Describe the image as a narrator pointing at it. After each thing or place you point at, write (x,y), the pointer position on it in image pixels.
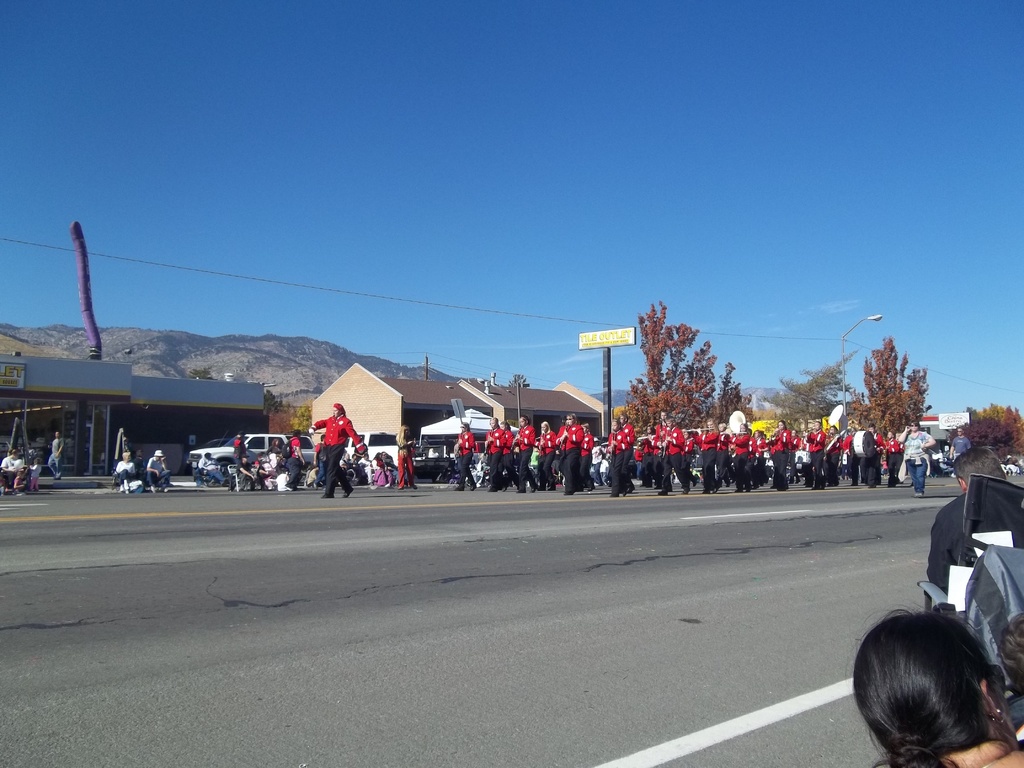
Here we can see few persons (622,480) on the road (479,646). There are trees (734,396), poles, boards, houses (543,404), and vehicles (441,449). In the background (266,346) there is a mountain (331,357) and this is sky (717,119).
